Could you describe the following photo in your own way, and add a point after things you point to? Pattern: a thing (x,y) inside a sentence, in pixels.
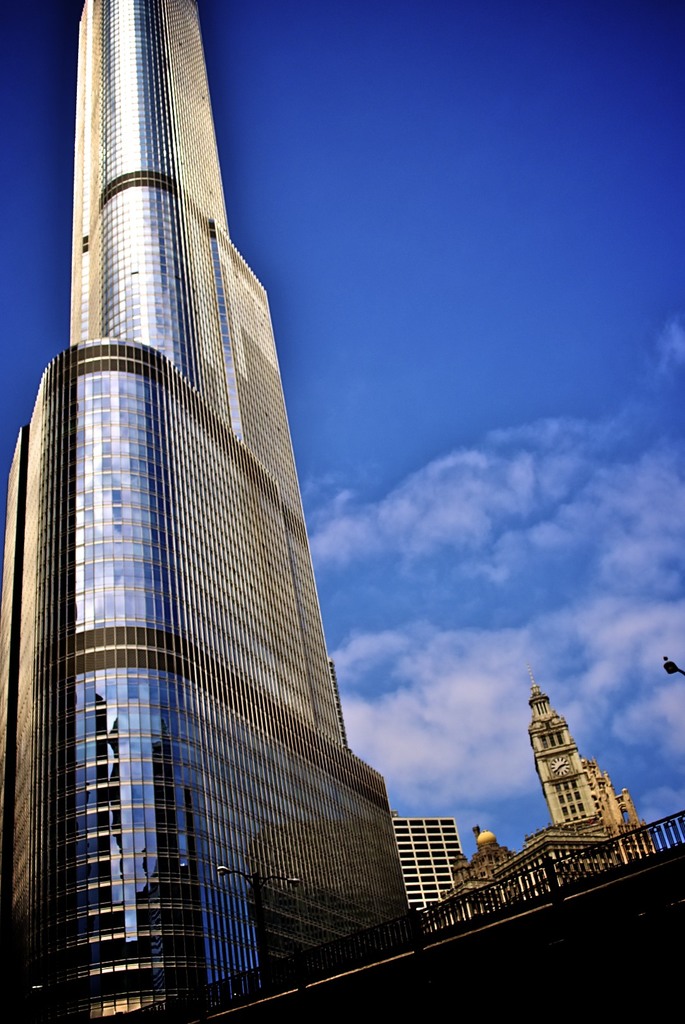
In this picture we can see few buildings (542,760), poles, metal rods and clouds (436,523).
